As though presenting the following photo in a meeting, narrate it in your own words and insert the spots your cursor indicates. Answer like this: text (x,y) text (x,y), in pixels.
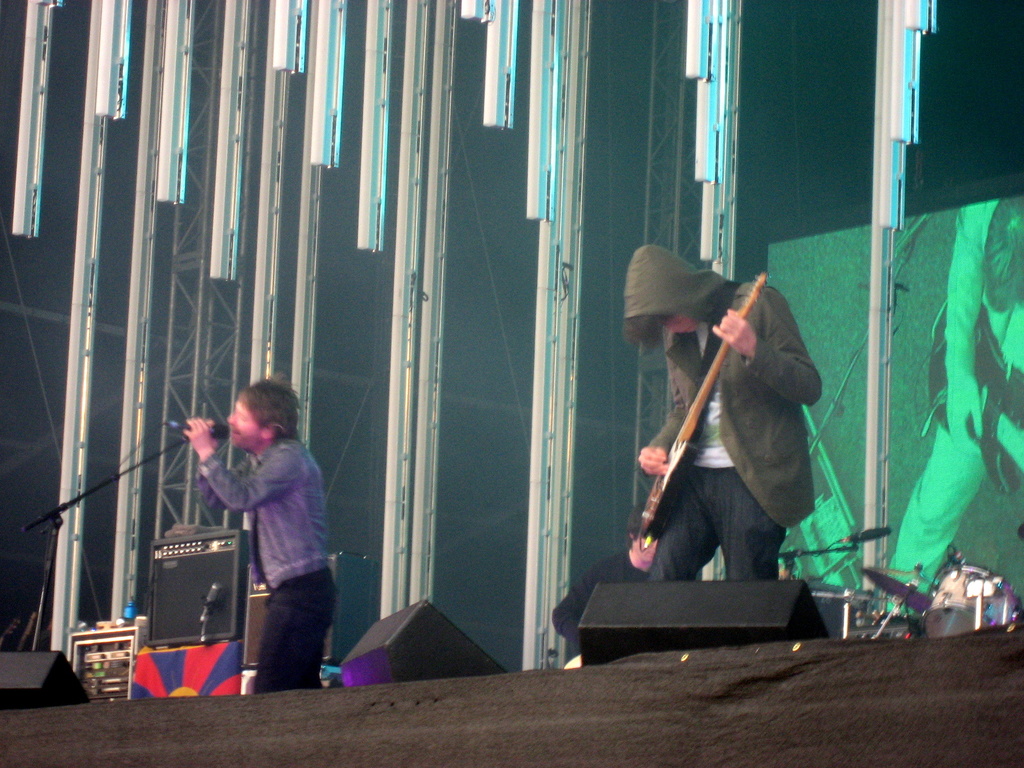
Here a man (290,421) is singing on a microphone (226,430) and in the right side (720,429) a man (723,430) is playing the guitar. behind them there is a screen (912,397) up there is a light (258,367).
